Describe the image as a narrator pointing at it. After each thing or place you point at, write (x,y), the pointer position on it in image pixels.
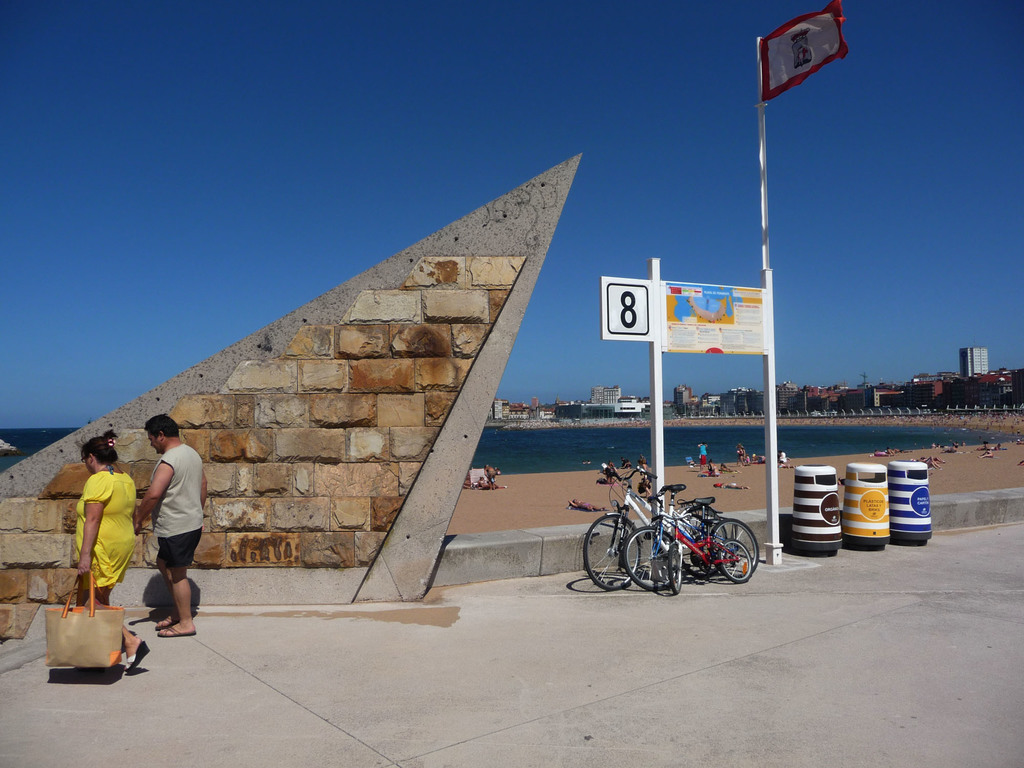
In the picture I can see a woman (125,496) wearing a yellow color dress (124,559) is holding a handbag (109,632) and this man (152,496) wearing dress (169,536) are walking on the road (52,679). Here we can see the stone wall (336,487), boards (754,305), cycles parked here, we can see three trash cans (879,530), we can see people (498,469) on the sand (698,492), we can see water (627,446), buildings (723,402) and the blue color sky (191,358) in the background (161,205).
